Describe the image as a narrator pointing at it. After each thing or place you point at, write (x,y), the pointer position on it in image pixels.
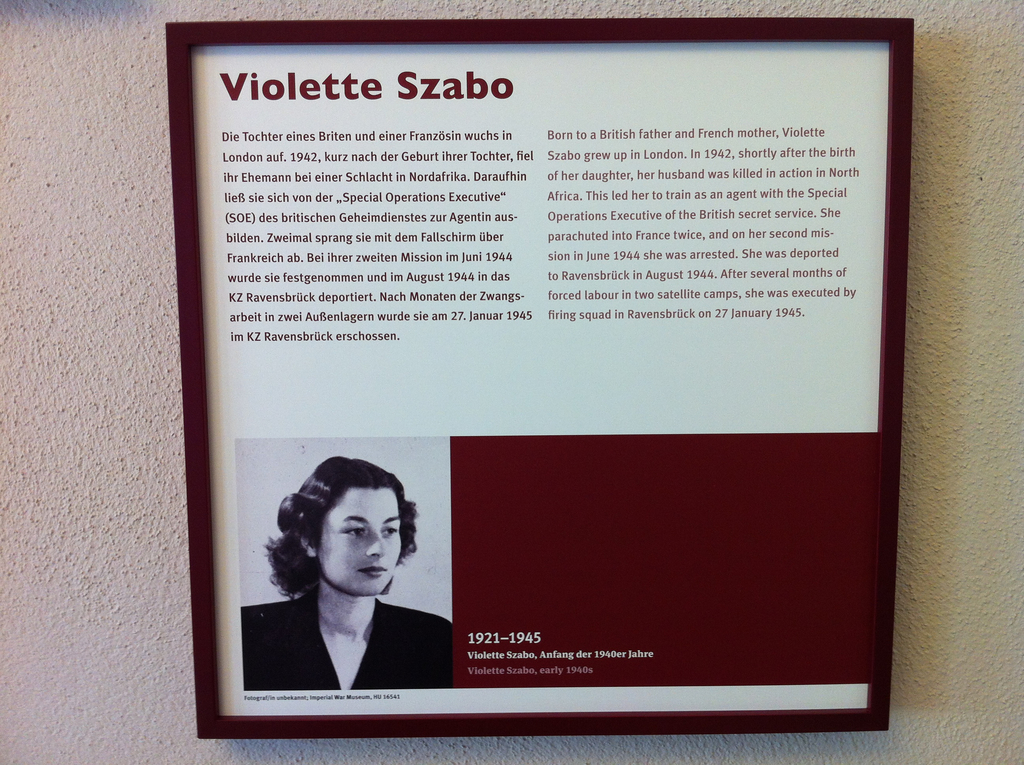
In this image there is a frame (901,22) attached to the wall (167,531). In frame (716,399) there is a picture (323,661) of a person (346,520) and there is some text (749,318).
